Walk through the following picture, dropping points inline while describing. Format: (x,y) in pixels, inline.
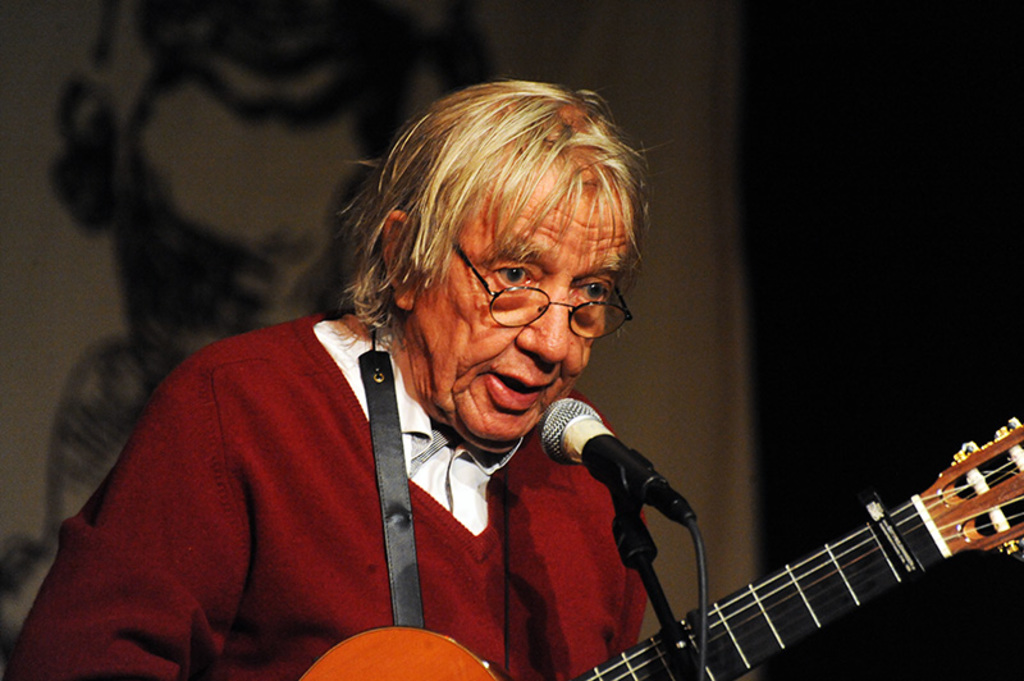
In this picture we can see a man (440,557) wore sweater (317,478), spectacle (493,317) holding guitar (861,569) with his hand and singing on mic (549,448) and in the background (719,94) we can see wall (311,95).
